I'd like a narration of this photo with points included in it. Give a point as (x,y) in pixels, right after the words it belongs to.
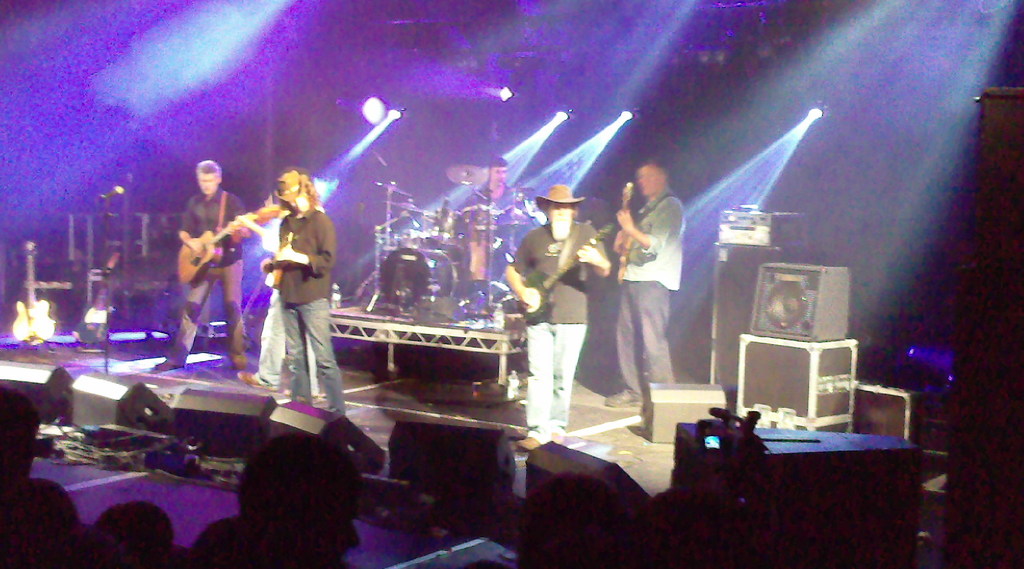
In the image we can see few persons (572,253) were standing and holding guitar (590,240). Between them they were few musical instruments (446,234). In the bottom (278,504) we can see few persons (714,528) were standing. In the background (402,79) there is wall (843,196), light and speakers (797,295).
